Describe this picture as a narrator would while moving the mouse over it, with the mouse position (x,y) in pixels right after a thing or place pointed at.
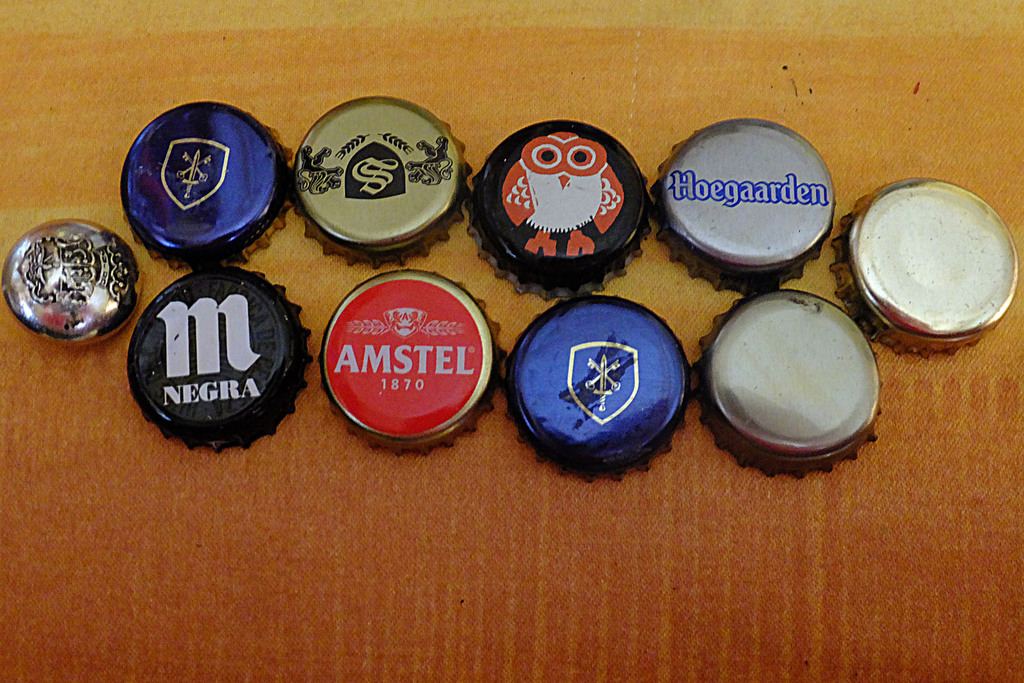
In this image we can see some metal lids (616,395) of bottles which are placed on the surface (291,515). We can also see some text (380,362) and pictures (446,322) on it.
